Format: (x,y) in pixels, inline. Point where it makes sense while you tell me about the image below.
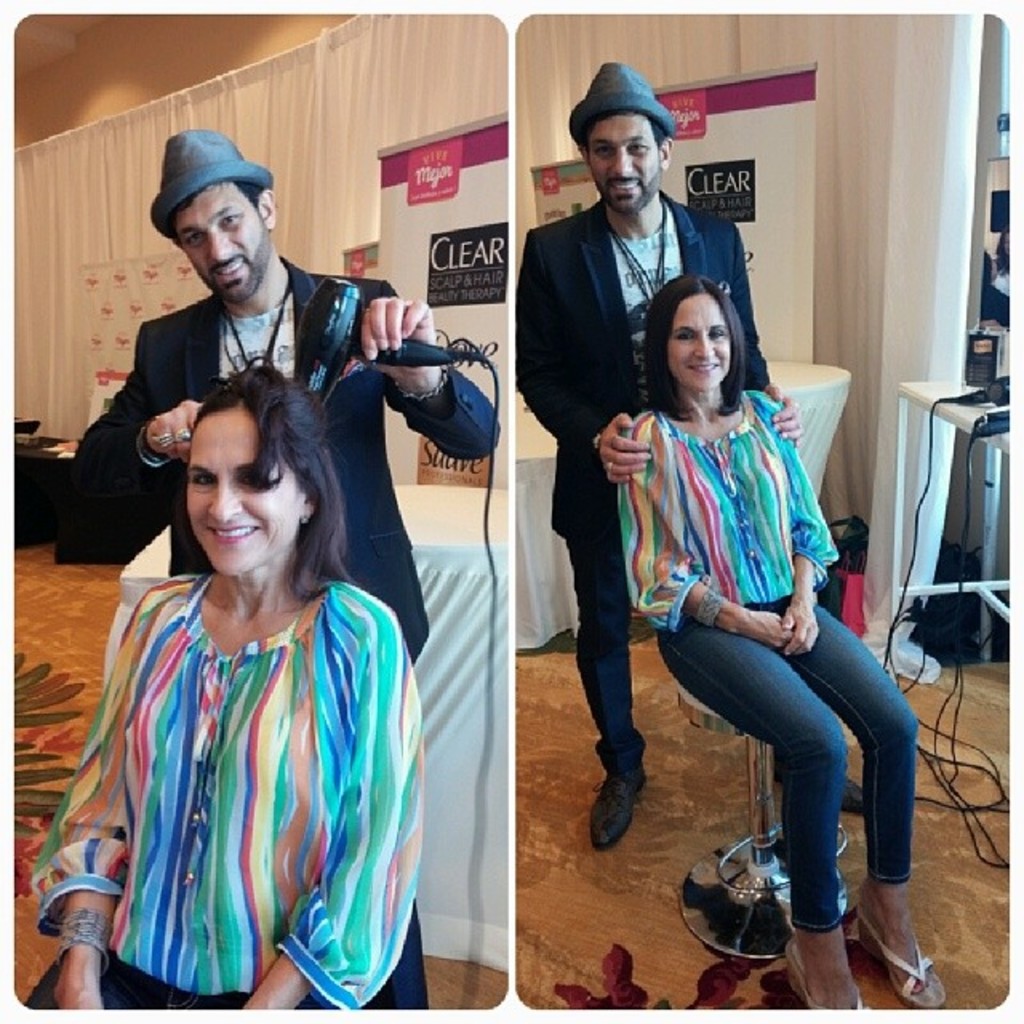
This is a collage image of two pictures where are few persons (687,340) in which one of them holding a hair dryer machine (330,290), few banners (441,260), curtain clothes (315,261) and some objects (987,385) on the table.
